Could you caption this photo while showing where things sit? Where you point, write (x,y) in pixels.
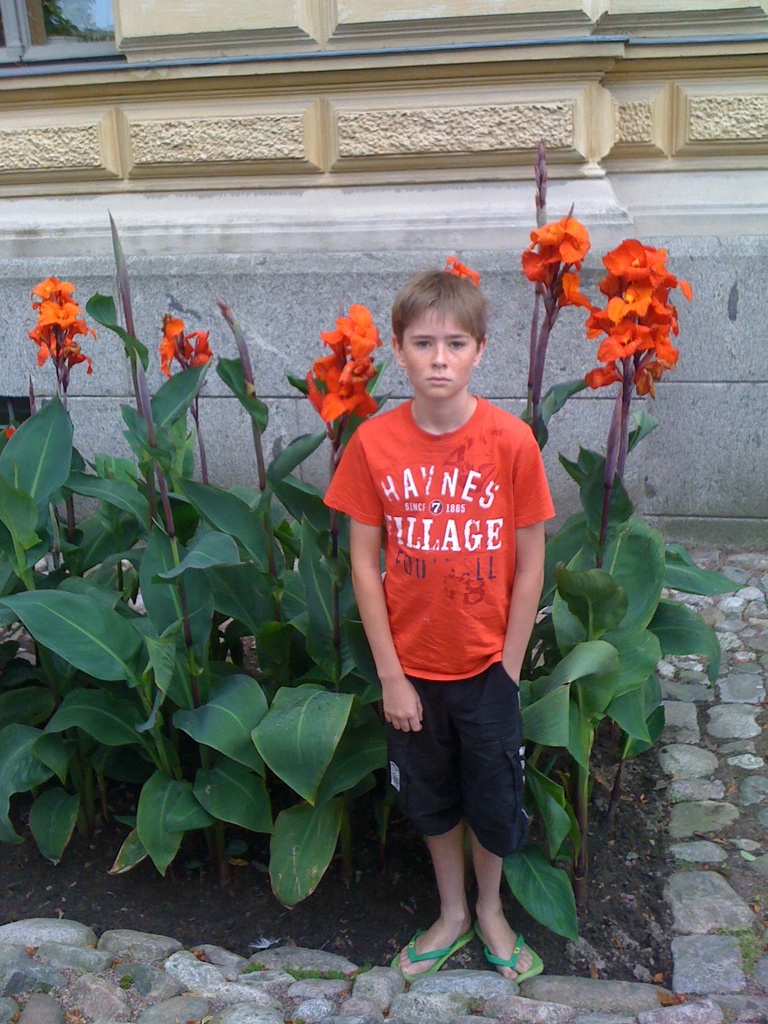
In front of the image there is a kid (452,511) standing, behind the kid (455,621) there are plants (217,570) with leaves (246,494) and flowers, the kid (358,442) is standing on the rock surface (161,978), behind the kid (477,560) there is a building (293,207).
